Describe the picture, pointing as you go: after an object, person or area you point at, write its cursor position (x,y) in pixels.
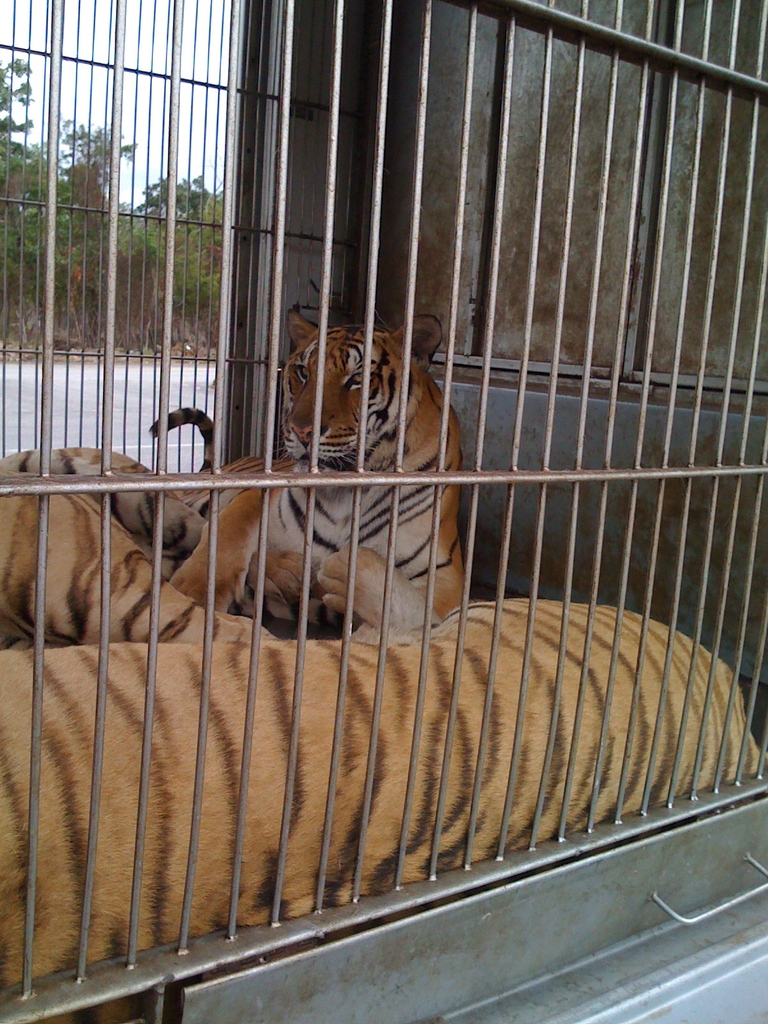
In this image we can see some tigers (399,604) inside the metal cage (572,882). On the left side (145,385) we can see the road (73,432), a group of trees (138,232) and the sky (128,193) which looks cloudy.
